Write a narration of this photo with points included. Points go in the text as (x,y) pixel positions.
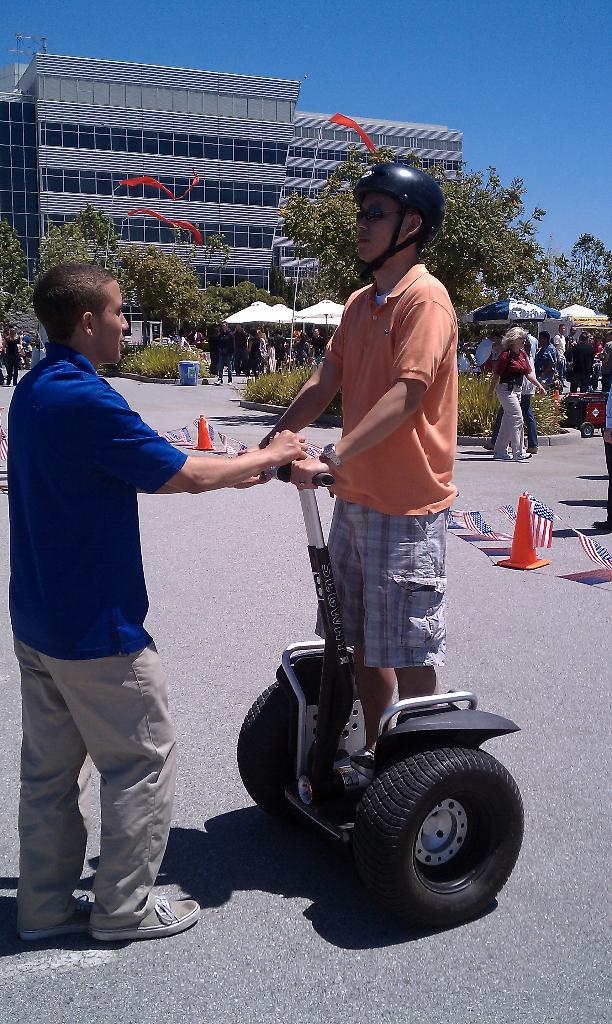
In this image, in the middle (355,367), we can see a man (382,580) wearing a black color helmet (421,233) and riding a vehicle (428,886). On the left side (175,451), we can also see another person (201,479) wearing a blue colored shirt (102,466) is holding a vehicle (286,476). In the background (518,430), we can see a group of people (500,440), flags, tents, plants (267,379), trees (12,249), building (331,161). At the top (505,83), we can see a sky (517,87), at the bottom (271,997), we can see a road (535,631).
